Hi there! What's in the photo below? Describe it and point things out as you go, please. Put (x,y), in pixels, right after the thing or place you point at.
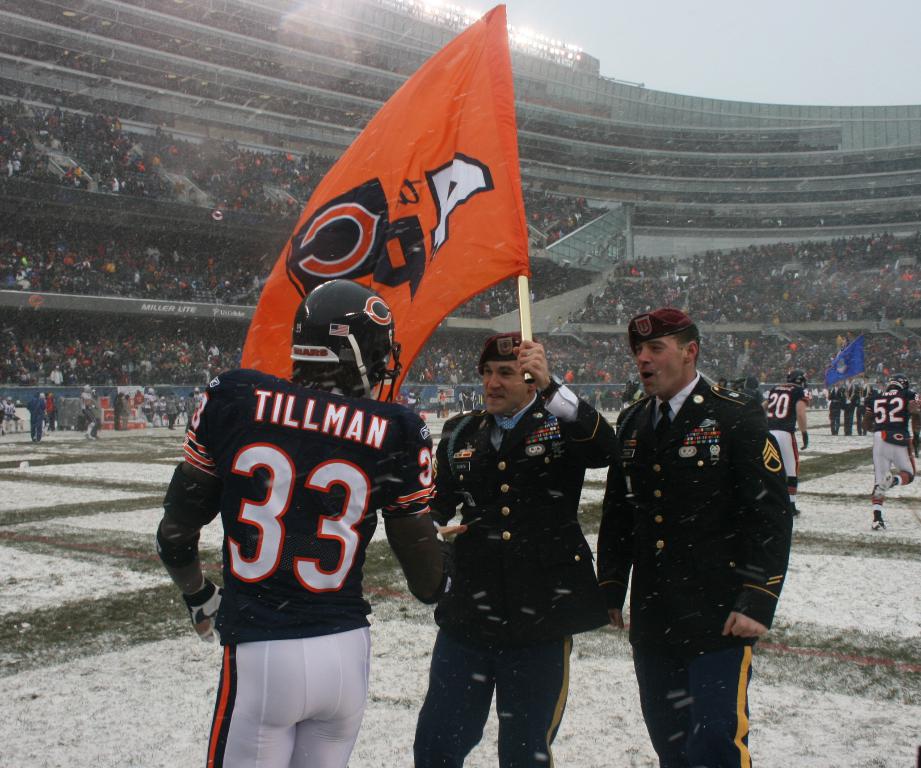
This picture describes about group of people (351,294), few people (351,294) wore helmets (340,333), in the middle of the image (462,441) we can see a man (497,473), he is holding a flag (378,275), in the background (182,155) we can find group of people (216,270) in the stadium (120,265).
